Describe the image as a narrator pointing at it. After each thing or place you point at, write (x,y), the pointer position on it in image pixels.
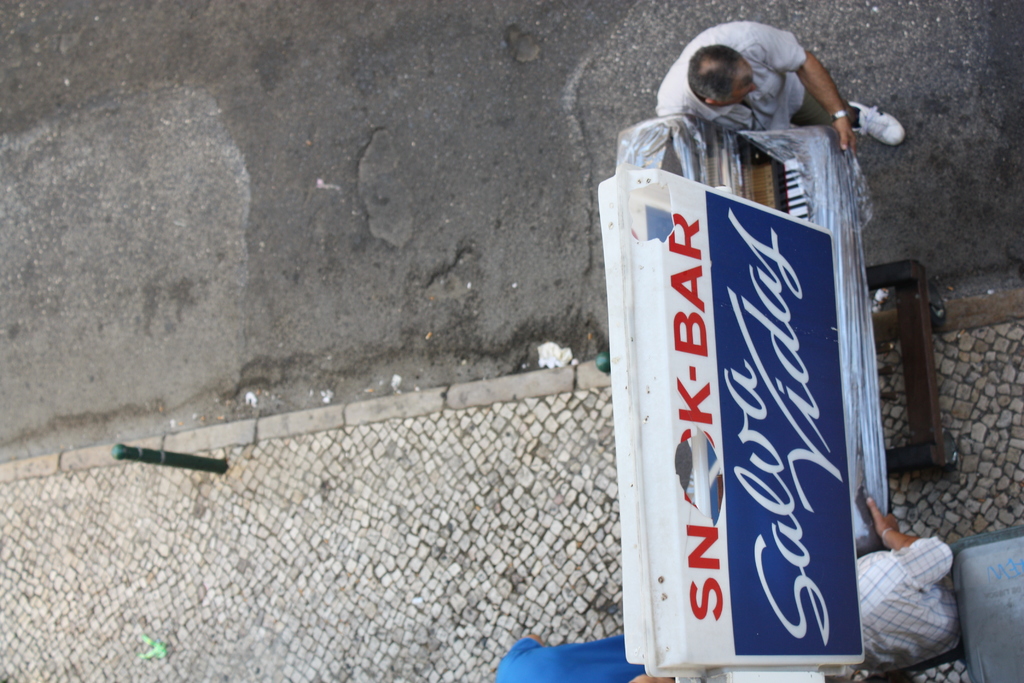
In this picture we can see the road (322,76), footpath (305,479), pole (199,459), name board (655,452), stand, three people (735,102) and some objects (699,170).
